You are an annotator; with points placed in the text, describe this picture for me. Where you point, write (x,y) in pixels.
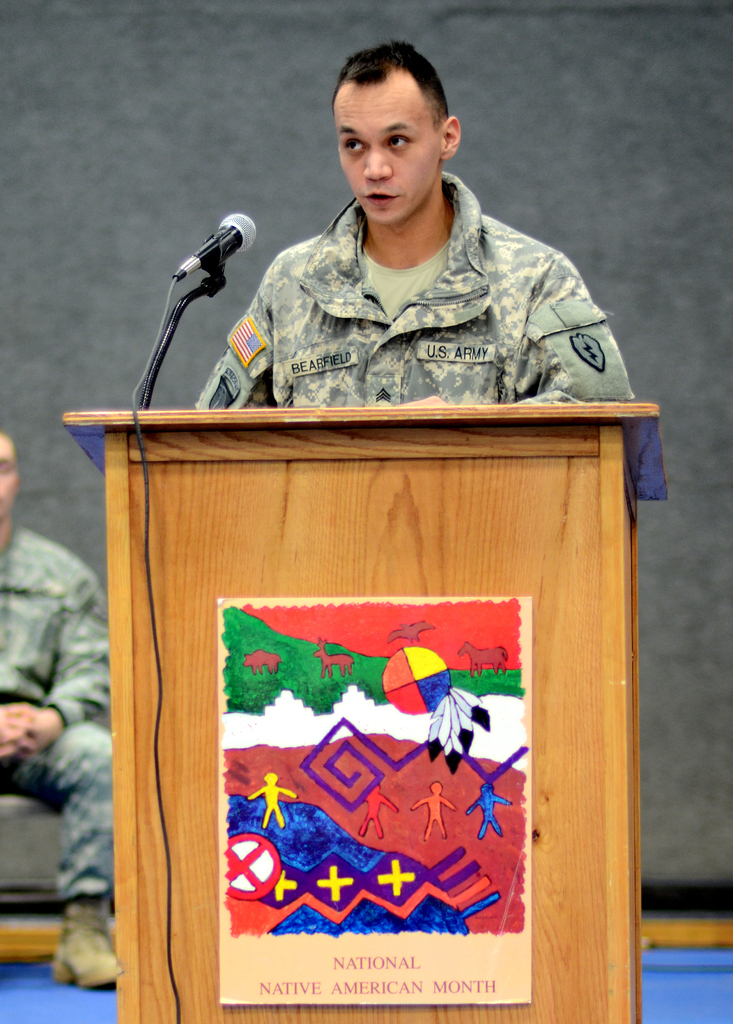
In this picture there is a man (261,291) in the center of the image (320,392), in front of a desk (345,507) and a mic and there is another man (9,712) on the left side of the image (1,718).
